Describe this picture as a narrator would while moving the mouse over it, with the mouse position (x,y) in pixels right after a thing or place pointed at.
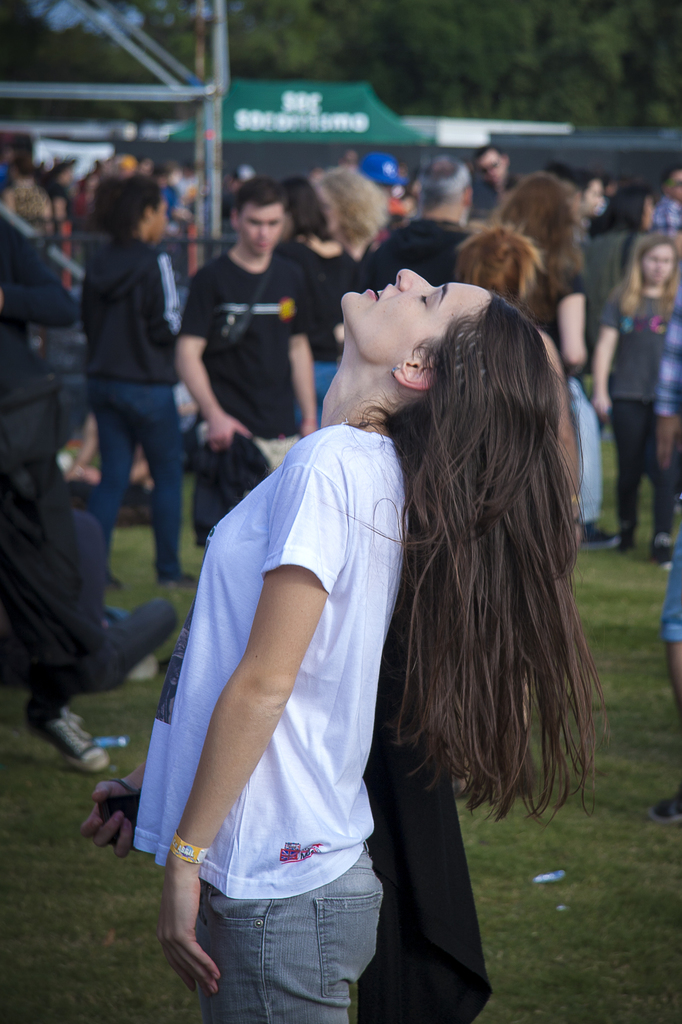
In this image, I can see groups of people (283,228) standing. At the bottom of the image (588,898), this is the grass (570,921). In the background (230,161), I can see a building (511,149) and the trees (407,31).
